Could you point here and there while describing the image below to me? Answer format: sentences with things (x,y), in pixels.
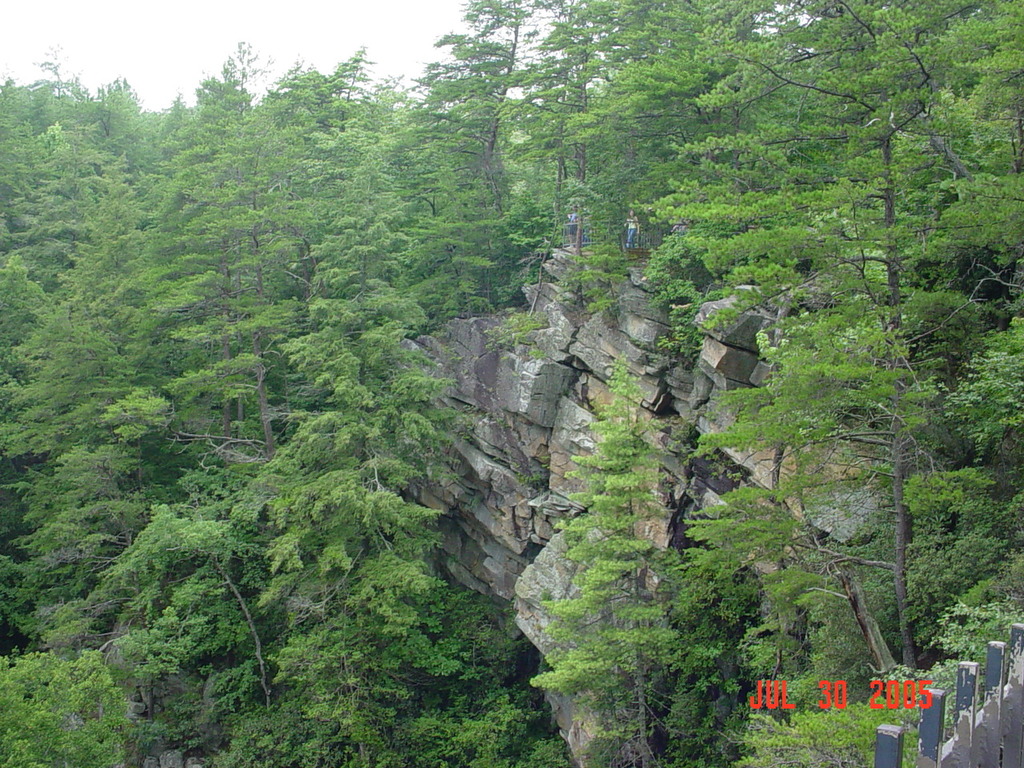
In this image I can see many trees (418,427) and rocks (469,440). In the background (276,43) I can see the sky (398,67). To the right (885,751) I can see the fence (1017,705).
